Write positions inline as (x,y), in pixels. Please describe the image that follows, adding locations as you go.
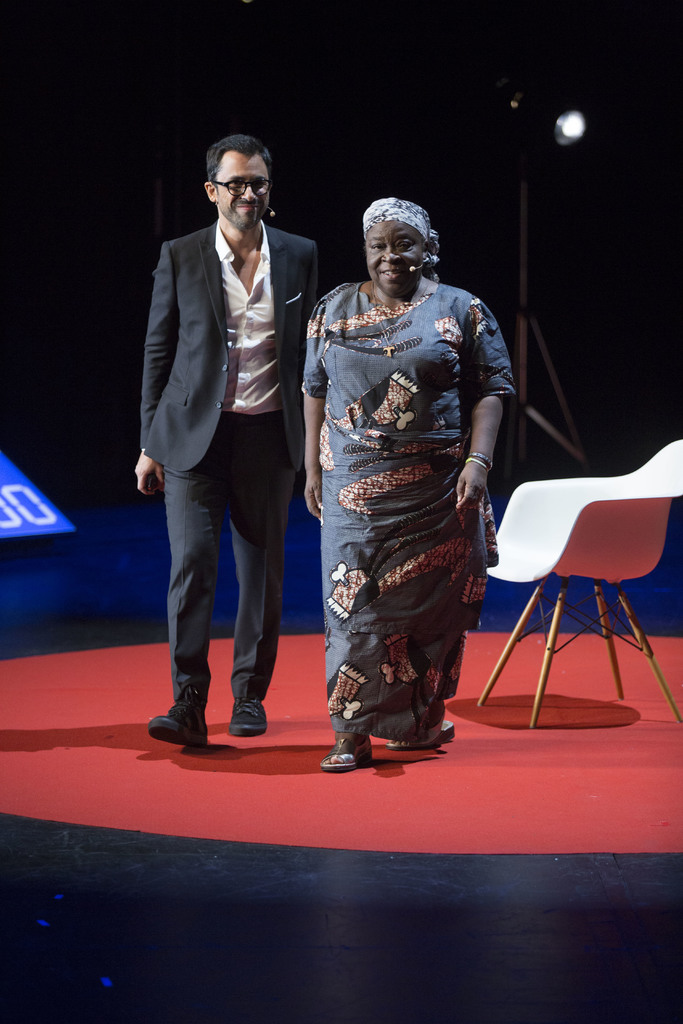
Women (451,615) and men (274,294) are walking on the stage (381,774) both are laughing.
